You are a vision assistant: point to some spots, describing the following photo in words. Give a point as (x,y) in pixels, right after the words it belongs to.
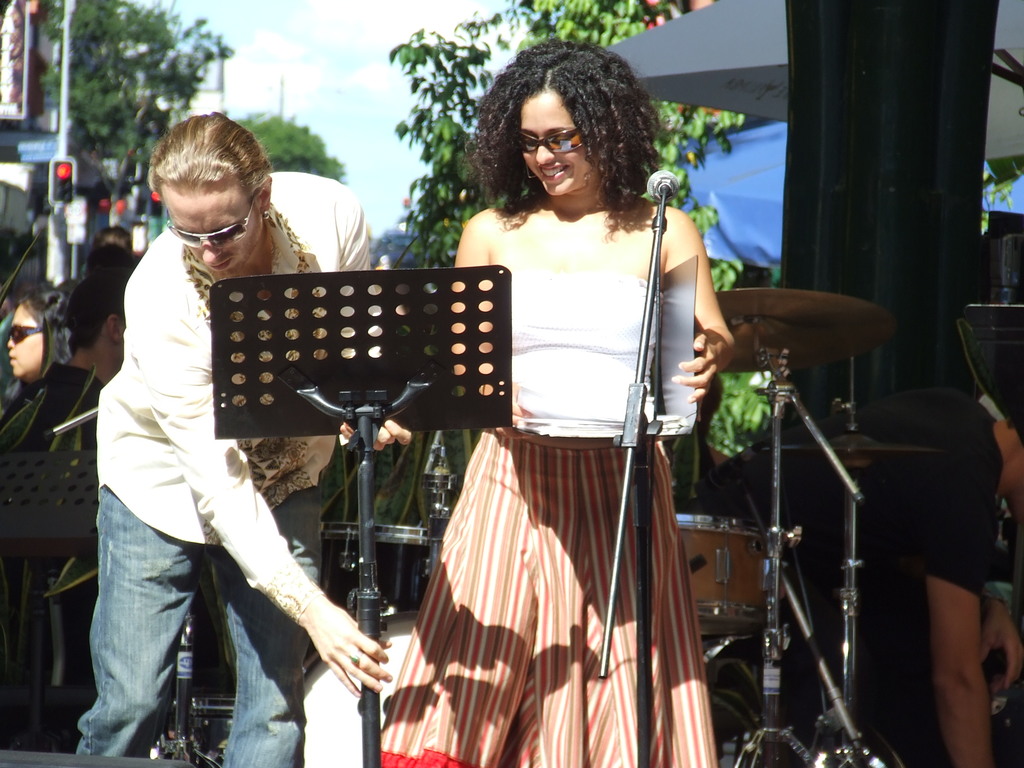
On the left side (193,240), there is a person (209,157) in white color shirt (183,298), wearing sun glasses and adjusting a stand (387,302). Beside him, there is a woman (594,170) in white color t-shirt (567,345), wearing sun glasses (564,139), smiling and standing in front of a mic (672,172) which is attached to a stand (642,487). In the background (834,563), there are other persons (32,344), there are trees (308,169), buildings (36,116) and there are clouds (378,40) in the blue sky (374,96).
